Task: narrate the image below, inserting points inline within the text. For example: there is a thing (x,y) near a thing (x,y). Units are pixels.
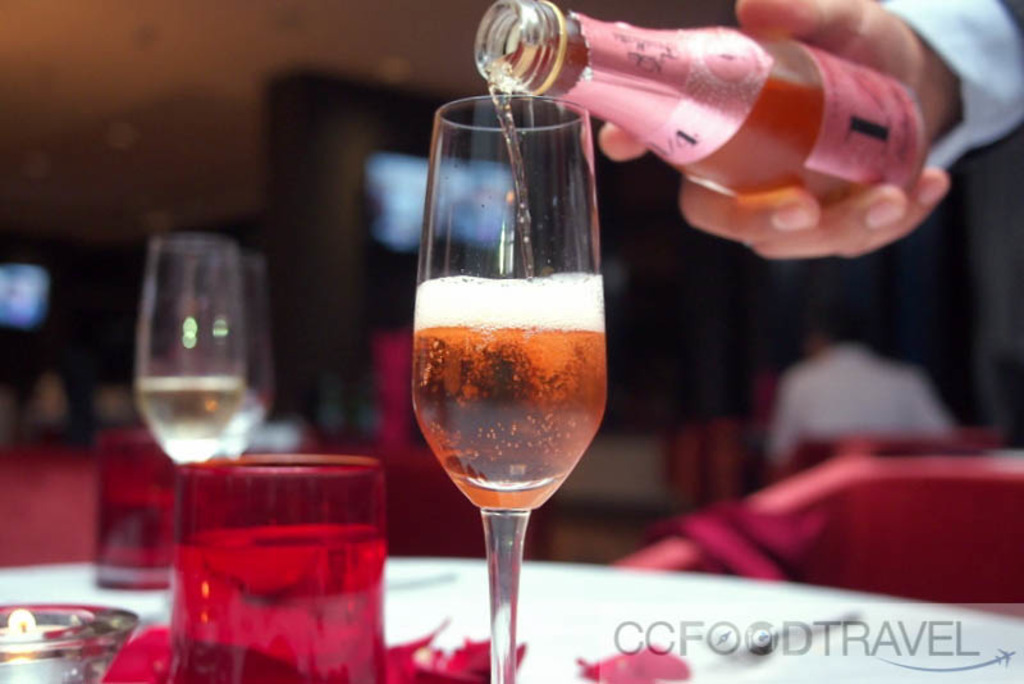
In this picture a man (850,28) is holding a bottle (527,79) and pouring the wine (519,331) into the glass (539,501) kept on the table (761,641), there is a table cover (683,603) and a candle (17,619) placed on the table (893,619). There is a person (863,363) sitting and also a television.
